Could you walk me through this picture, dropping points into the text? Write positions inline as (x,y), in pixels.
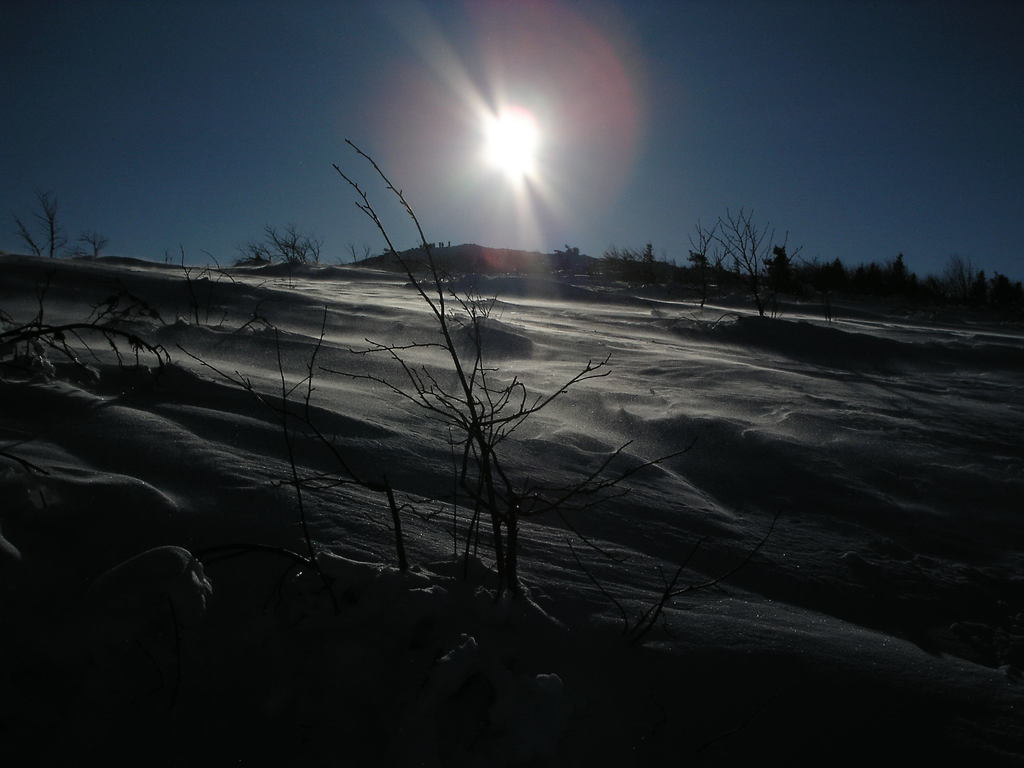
In this picture there is a sun (509,171) at the top side of the image (523,157) and there are plants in the image, it seems to be there is snow floor (611,383) in the image.
